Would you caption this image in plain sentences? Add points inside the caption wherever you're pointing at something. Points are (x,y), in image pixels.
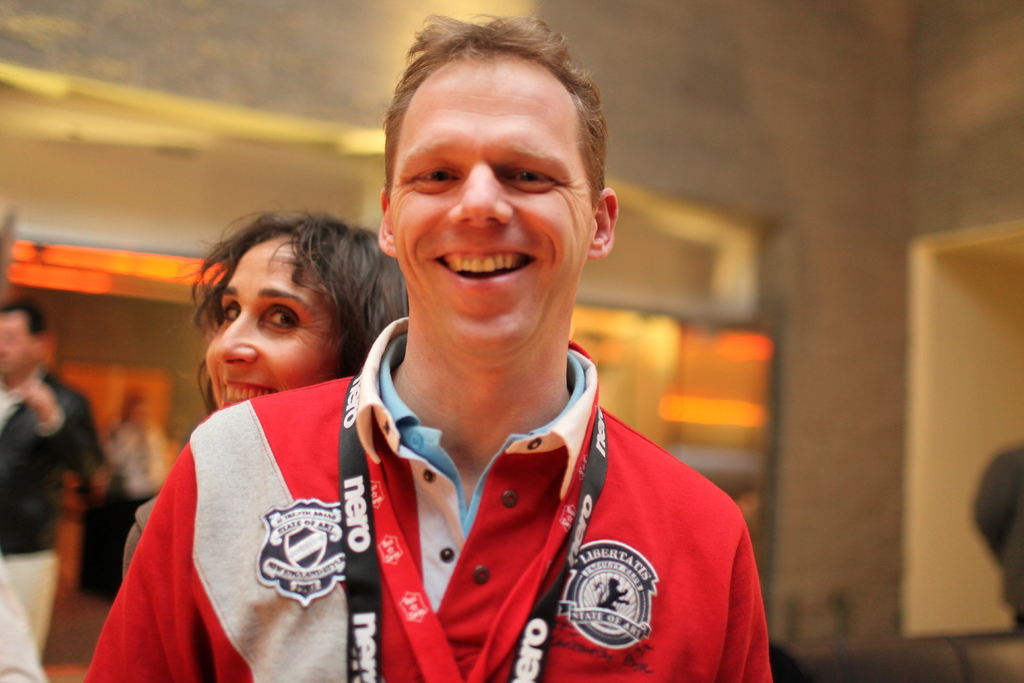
This image consists of a man (432,420). He is wearing a red jacket (512,530). Behind him, there is a woman (230,283) standing. On the left (22,527), there is a man (29,555). In the background (306,95), there is a wall (737,203) along with lights (119,257).
